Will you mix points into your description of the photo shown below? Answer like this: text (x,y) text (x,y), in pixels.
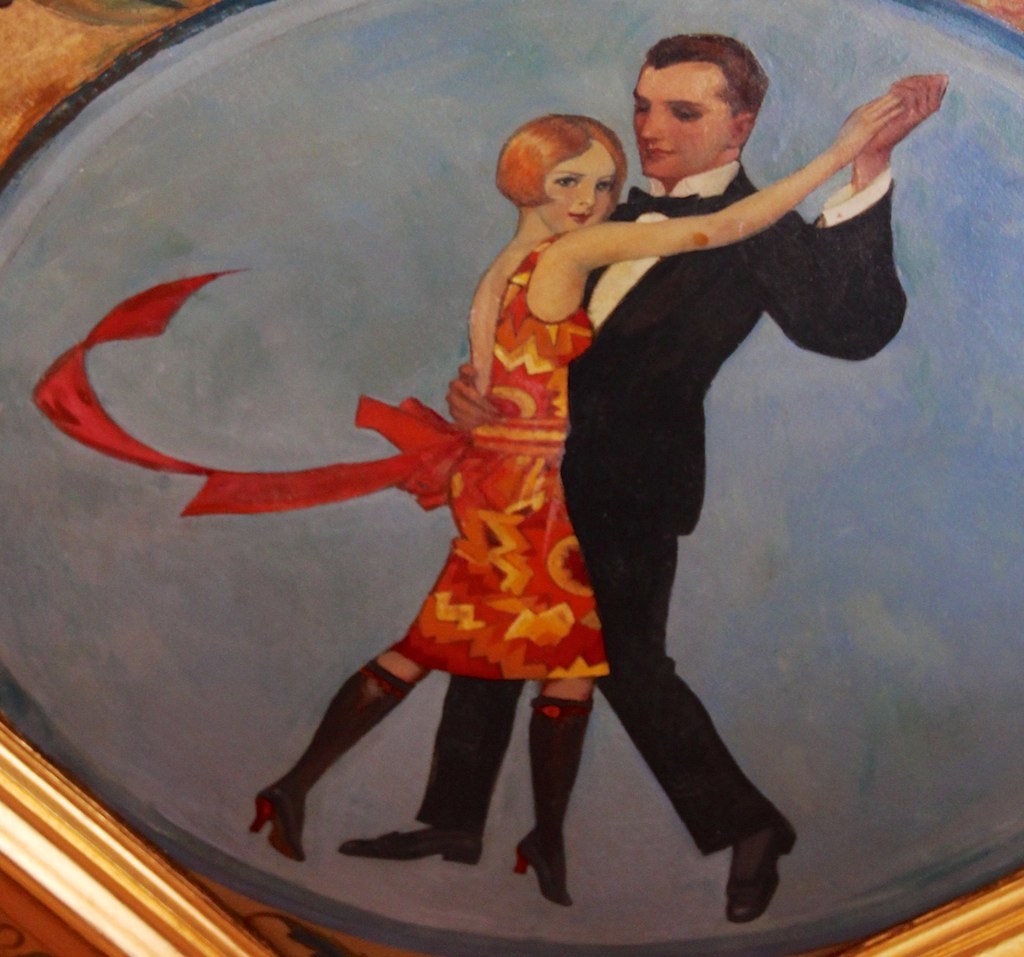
This picture shows a photo frame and we see a painted picture (578,456). We see a man (662,406) and a woman (369,707) dancing together.
